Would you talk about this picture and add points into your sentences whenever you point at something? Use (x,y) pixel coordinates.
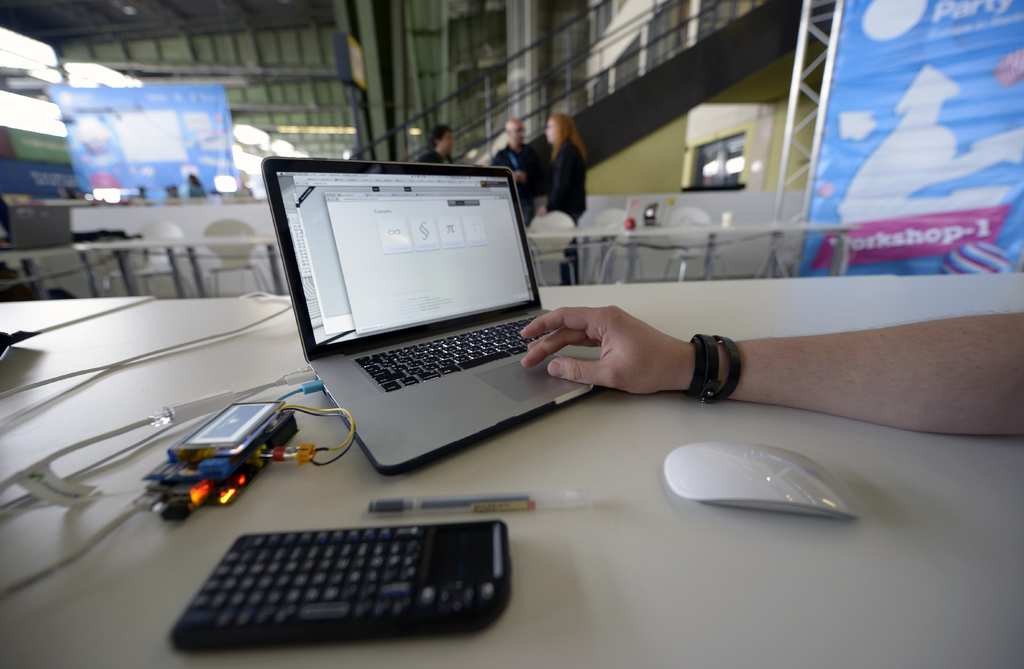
In the image there is a table (150,554) and on the table (641,512) there is a mouse (744,455), a small keyboard (306,560), a laptop (325,372) and other objects (198,455). There is a hand (669,366) of a person (748,362) on the table (648,411) and the fingers (569,365) of the person (622,346) are on touchpad (512,371) of the laptop (466,292). Behind the table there some other empty tables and few people (510,161) and the background is blurry.
